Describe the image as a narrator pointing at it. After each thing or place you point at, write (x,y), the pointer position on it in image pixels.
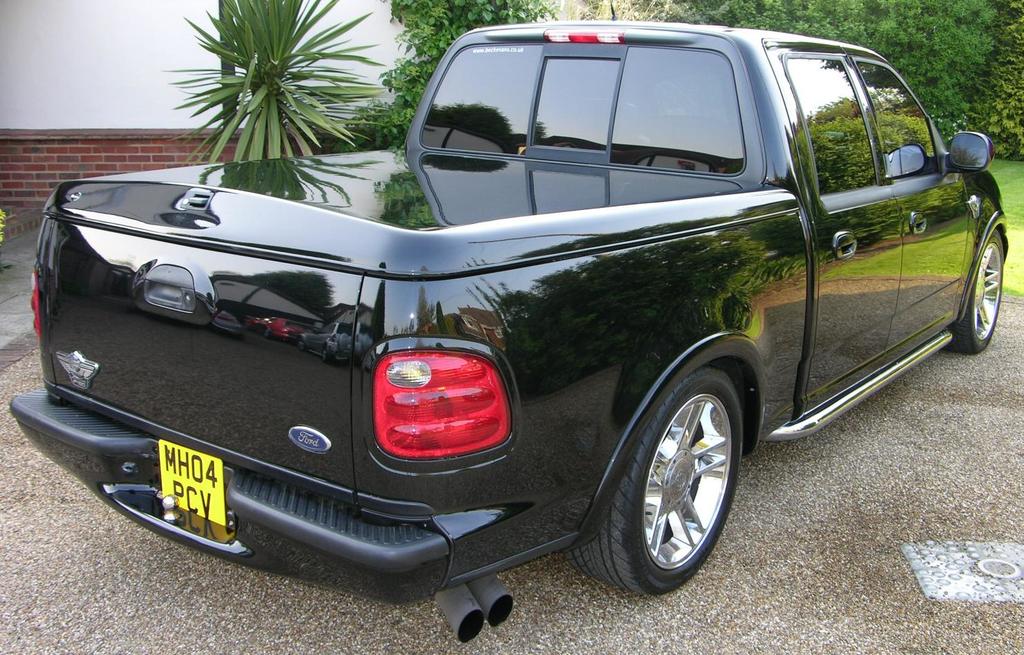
In this image in the center (343,228) there is a car (490,388), and at the bottom (925,451) there is road (938,433) and in the background (108,88) there is a house (42,149) and some trees (901,61), plants (288,64) and grass (1011,203).
